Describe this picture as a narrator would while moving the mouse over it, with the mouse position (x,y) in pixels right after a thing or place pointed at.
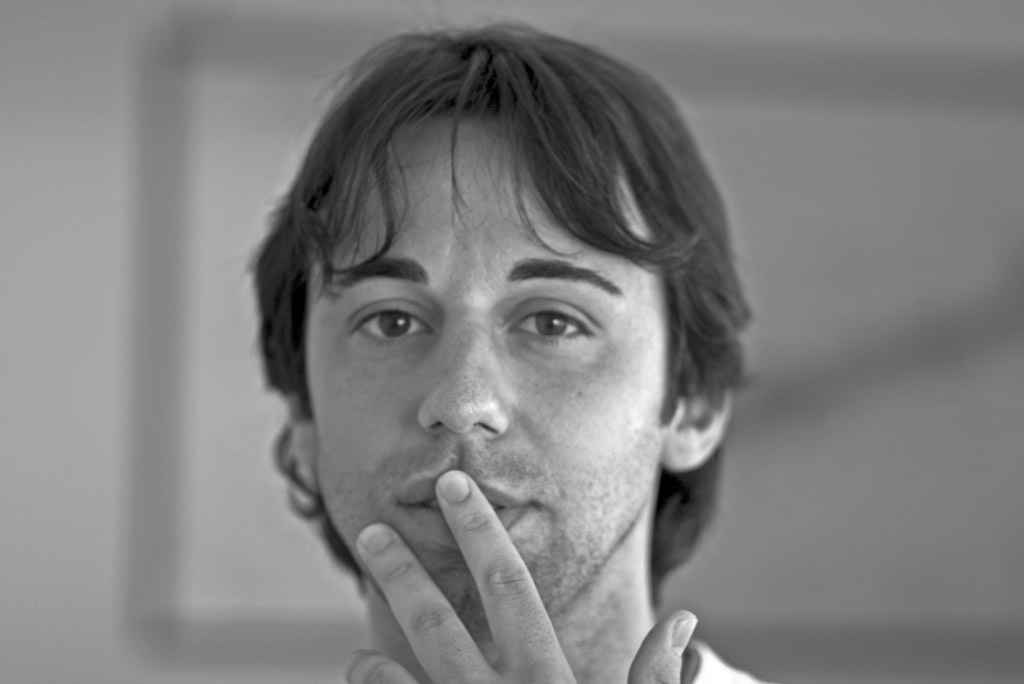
In this image we can see a person (436,453). There is a blur background (917,559) in the image.
